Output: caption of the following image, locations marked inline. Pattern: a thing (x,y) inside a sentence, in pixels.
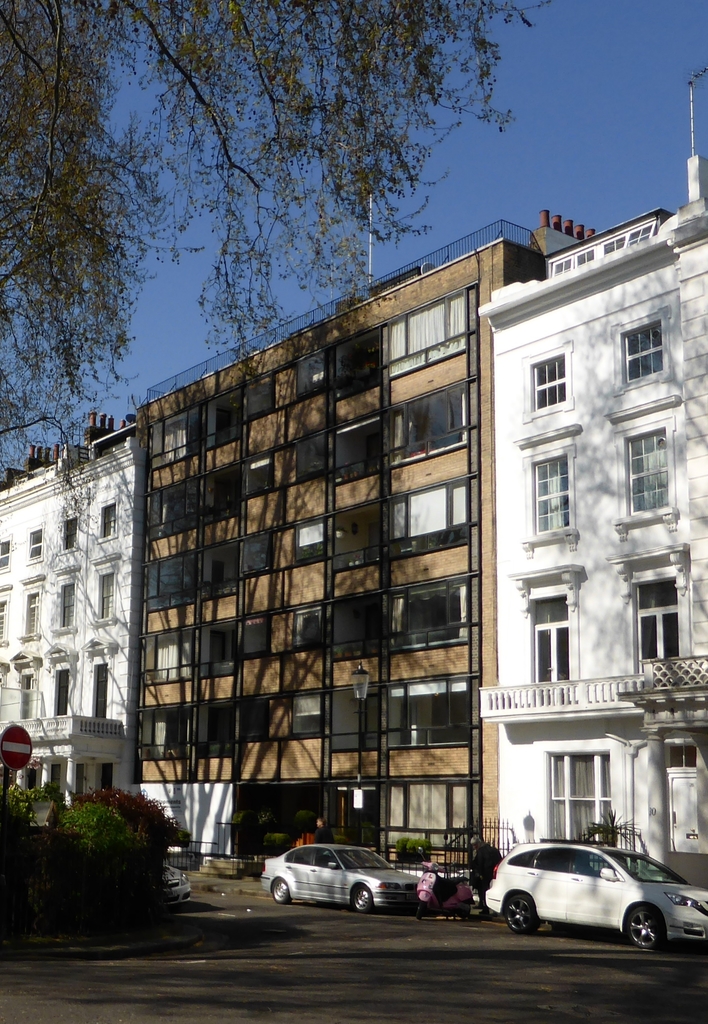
This is the picture of a building (388,545). In this picture there are buildings (566,557) and there are vehicles (338,877) on the road (379,939). There is a person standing behind the vehicle (527,923). On the left side of the image (101,846) there is a tree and there are plants (19,811) and there is a pole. At the top (525,163) there is sky (502,166). At the bottom (573,990) there is a road (529,986).
